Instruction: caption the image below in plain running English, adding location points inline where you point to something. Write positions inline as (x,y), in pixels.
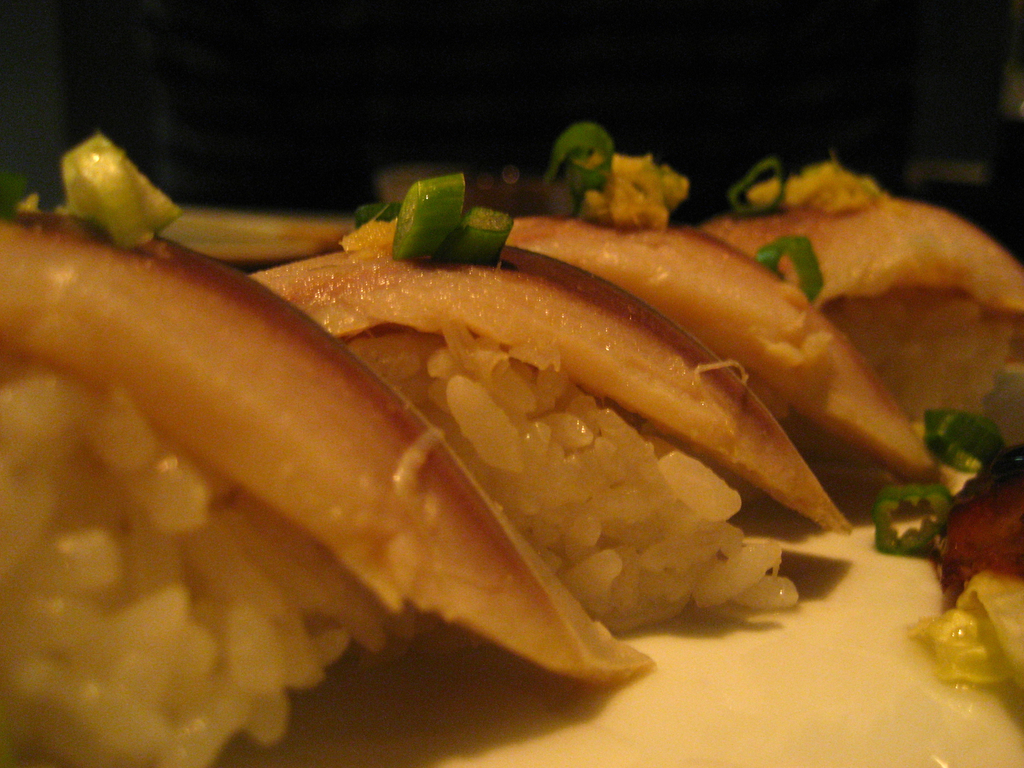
In this picture we can see food items (471,301) and in the background (638,116) it is dark.
